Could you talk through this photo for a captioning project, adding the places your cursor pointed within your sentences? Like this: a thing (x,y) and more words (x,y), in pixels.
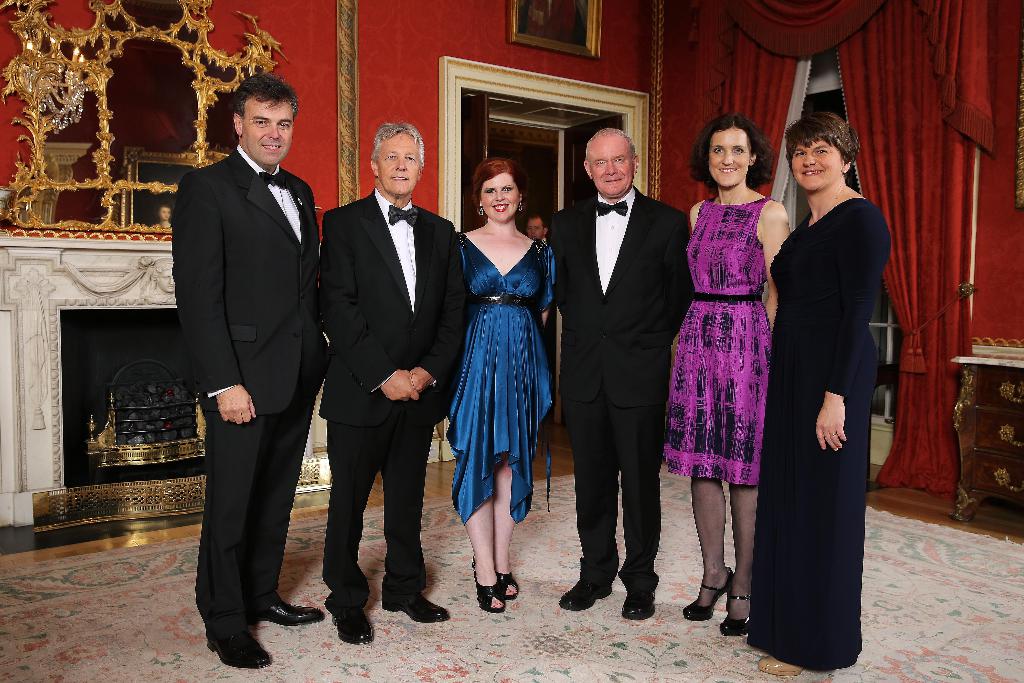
In the middle of this image (476,268), there are three men (420,277) and three women (522,191) smiling and standing on the floor (892,624). In the background (345,103), there is an object (174,76) arranged on a fireplace (93,321), there are red color curtains (897,47), there is a cupboard (993,428), there is doorway (565,123) and there is a photo frame (601,7) attached to the red color wall (430,22).
